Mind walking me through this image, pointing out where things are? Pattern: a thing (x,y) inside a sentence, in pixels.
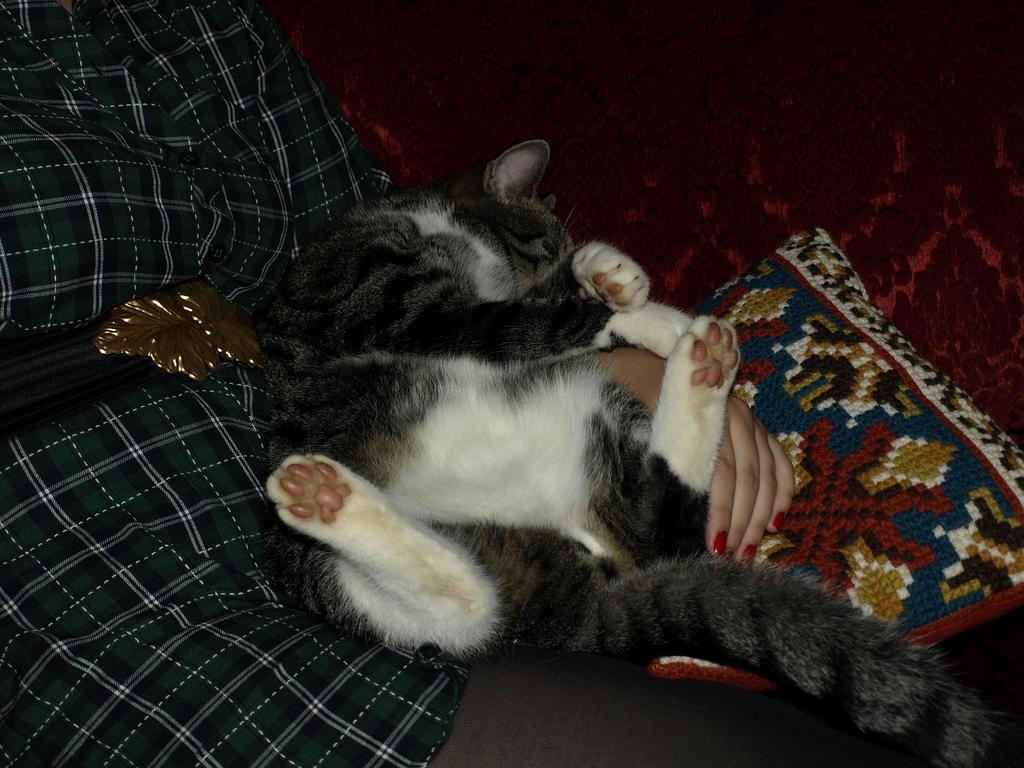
In this image we can see a person (279,636) sitting on the sofa (1012,119) and there is a cat (536,407). We can see a cushion (913,414) placed in the sofa (977,214).
